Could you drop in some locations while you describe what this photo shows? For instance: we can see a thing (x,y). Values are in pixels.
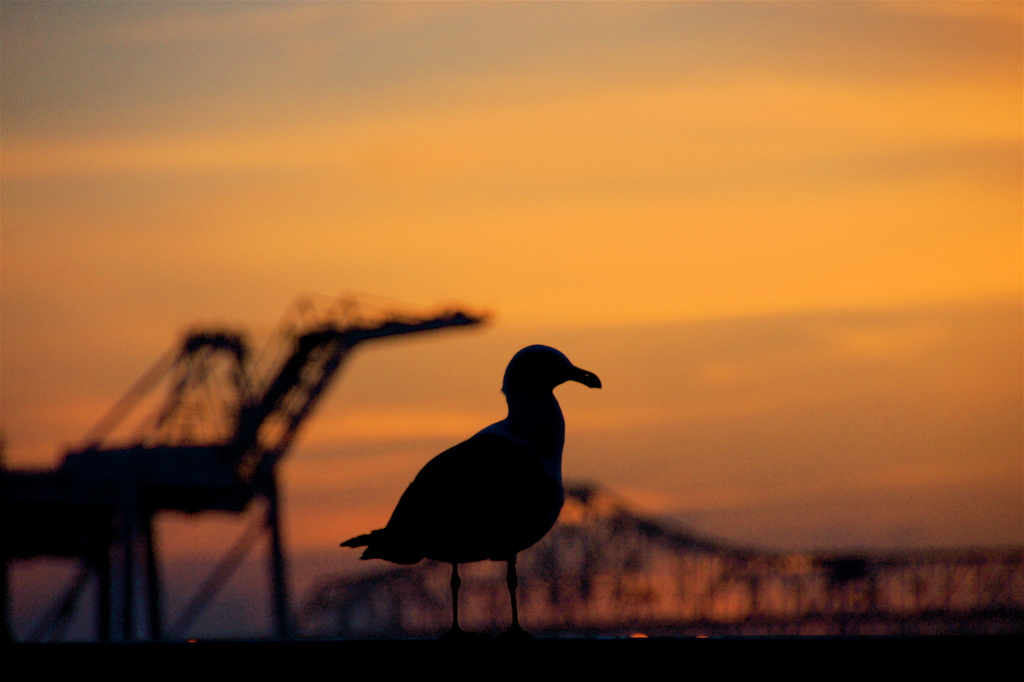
This is the picture of a place where we have a bird (384,544) and behind there are some cranes (91,477) and a bridge (668,586) and also we can see the sunset (752,356) in the picture.
